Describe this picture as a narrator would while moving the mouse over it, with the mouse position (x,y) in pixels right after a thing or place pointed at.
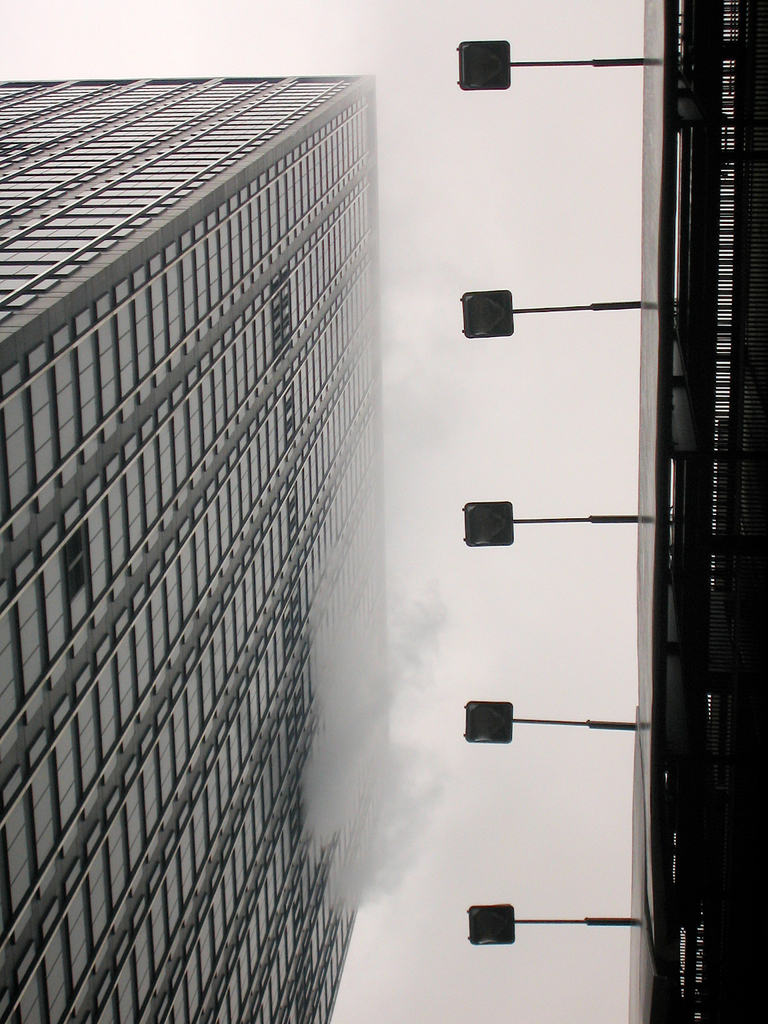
In this image we can see buildings (216,670), lights (483,330) and sky (447,167).
